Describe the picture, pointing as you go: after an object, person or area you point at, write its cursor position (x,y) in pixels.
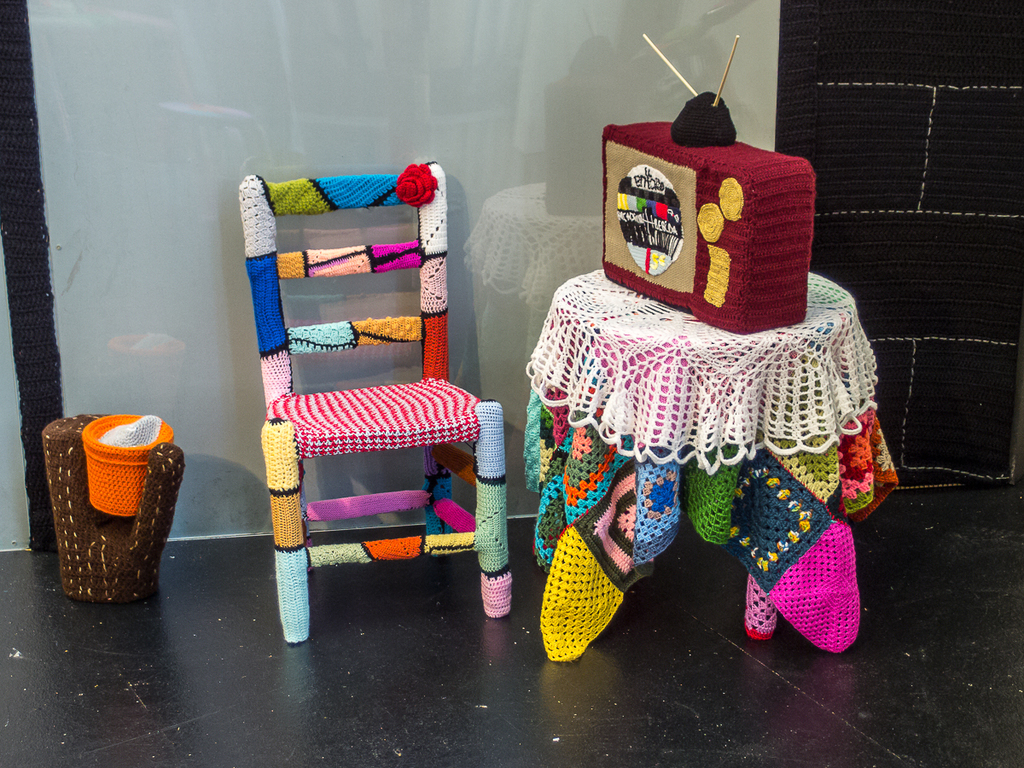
In this image, I can see a colorful chair (407,397), table (637,371), television (712,273), flower pot (142,460), which are made of wool (367,438). I think this is a kind of a whiteboard (216,160). I can see the floor (574,712).
